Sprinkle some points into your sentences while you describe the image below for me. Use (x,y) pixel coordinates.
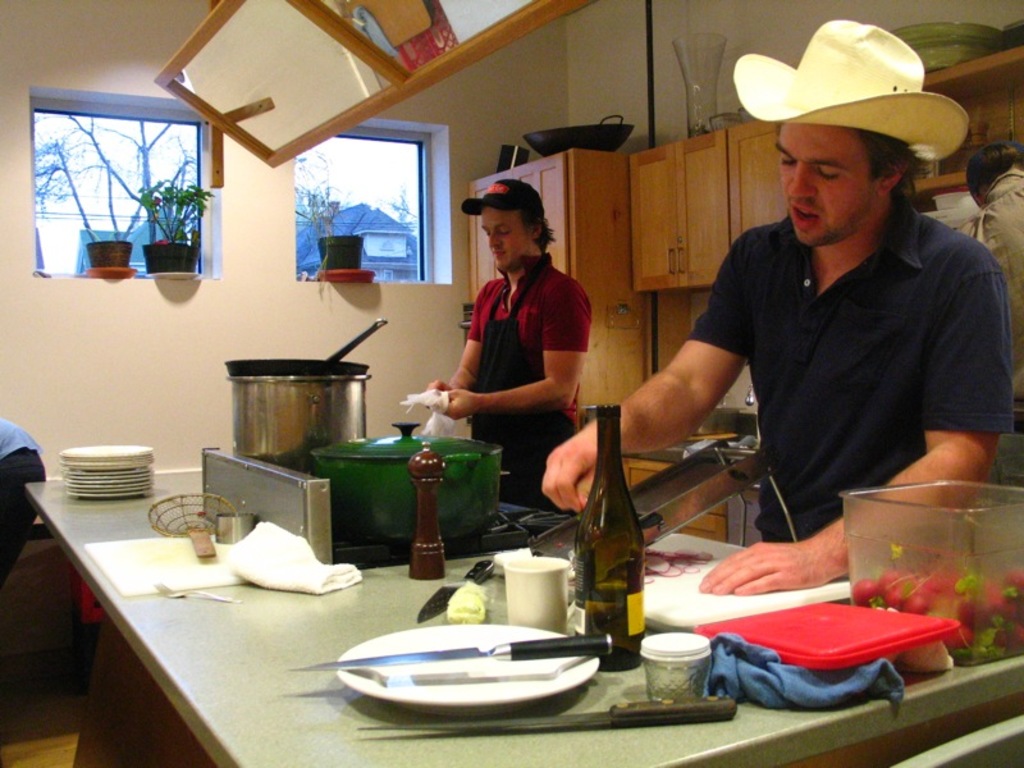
Two men (500,280) are preparing a dish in kitchen (416,382).
